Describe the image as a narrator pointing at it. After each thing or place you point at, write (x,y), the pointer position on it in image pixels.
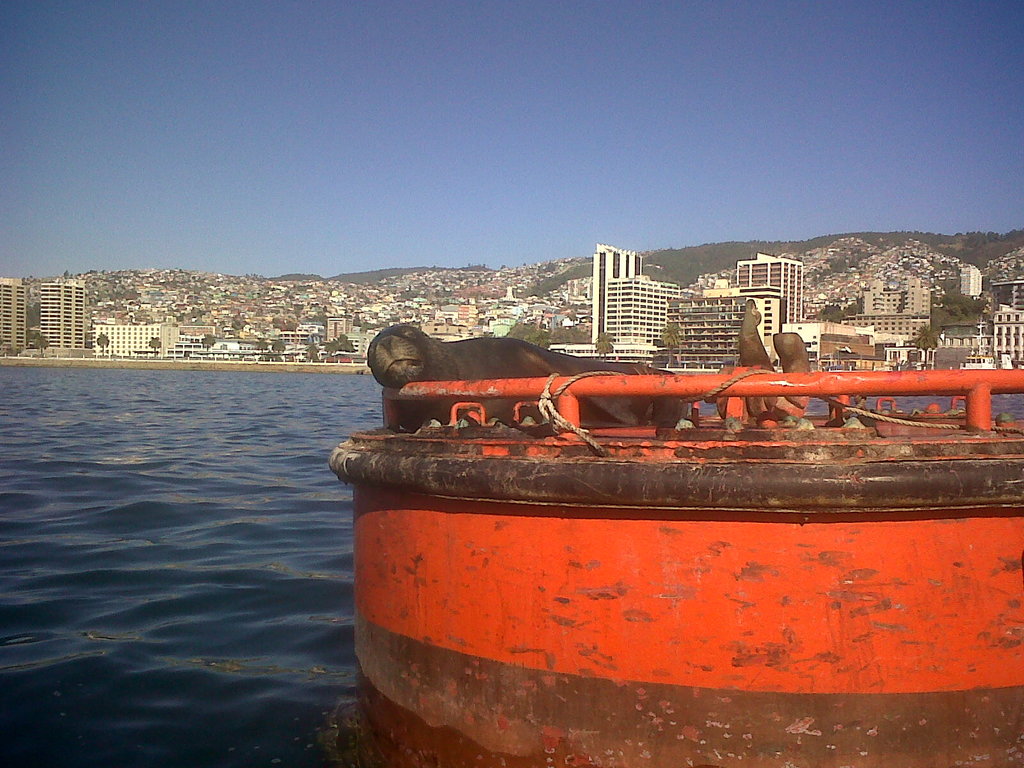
In the picture we can see a red color buoy (590,642) in the water (345,529) on the buoy (642,625) we can see a sea lion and near it, we can see water (131,537) and far away from it, we can see buildings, trees (42,343), tower buildings (16,289) and a hill (37,313) covered with houses (124,273) and in the background (378,244) we can see a sky (559,245).
